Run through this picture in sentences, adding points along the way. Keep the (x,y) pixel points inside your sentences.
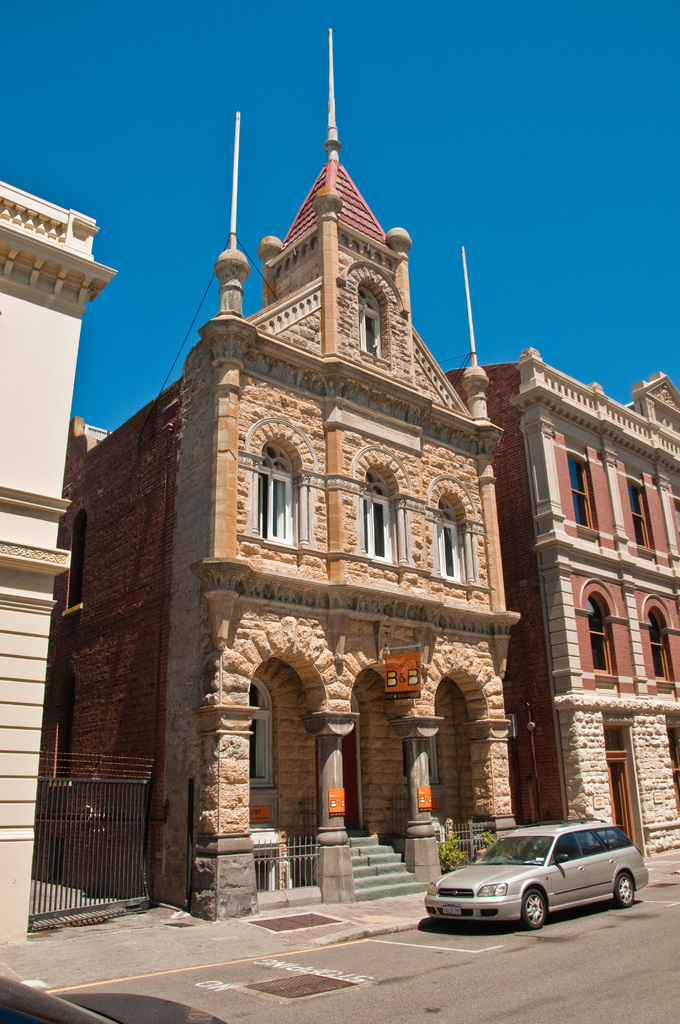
This picture is clicked in the city. At the bottom of the picture (460,955), we see the road (492,955) and we see the car (531,913) parked on the road (574,995). Beside that, we see the staircase (377,886) and an iron railing (272,865). Beside that, we see the buildings (481,479). At the top (566,185), we see the sky (569,223), which is blue in color and it is a sunny day.
